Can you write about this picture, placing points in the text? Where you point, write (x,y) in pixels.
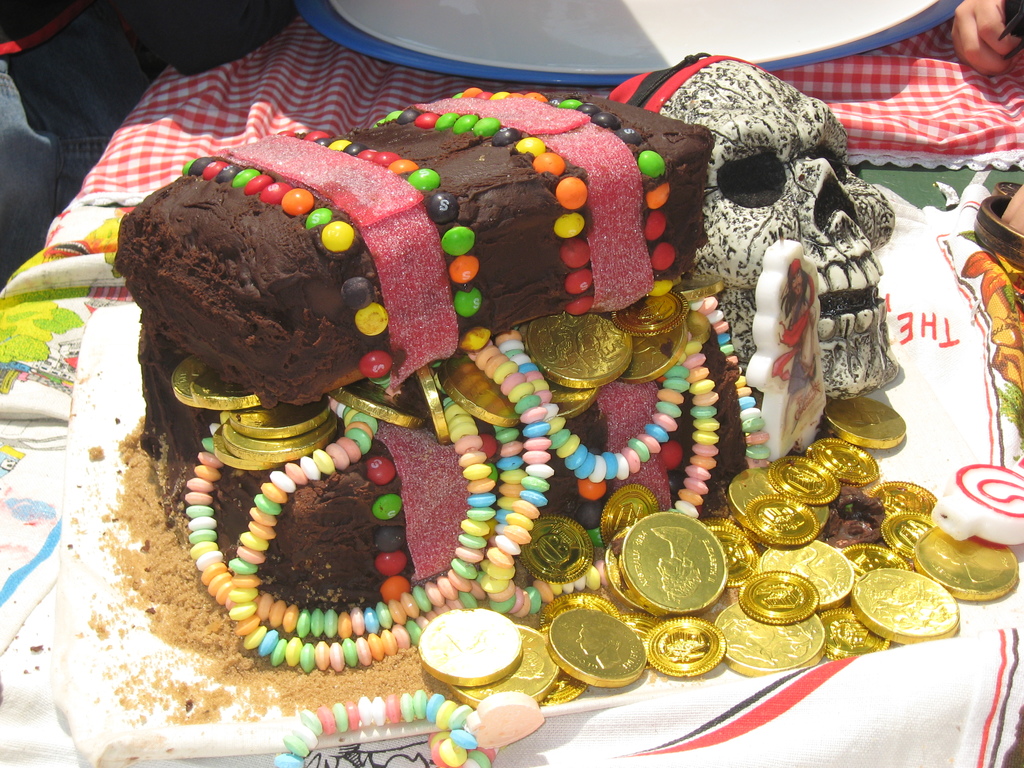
Here in this picture we can see a table (513,88), on which we can see a skull (750,252) and a cake (313,291) and sand (266,661) decorated with some things (423,496) and we can also see gold coins (724,540) present around the cake (258,270) and beside that we can see a plate (580,58) present.
